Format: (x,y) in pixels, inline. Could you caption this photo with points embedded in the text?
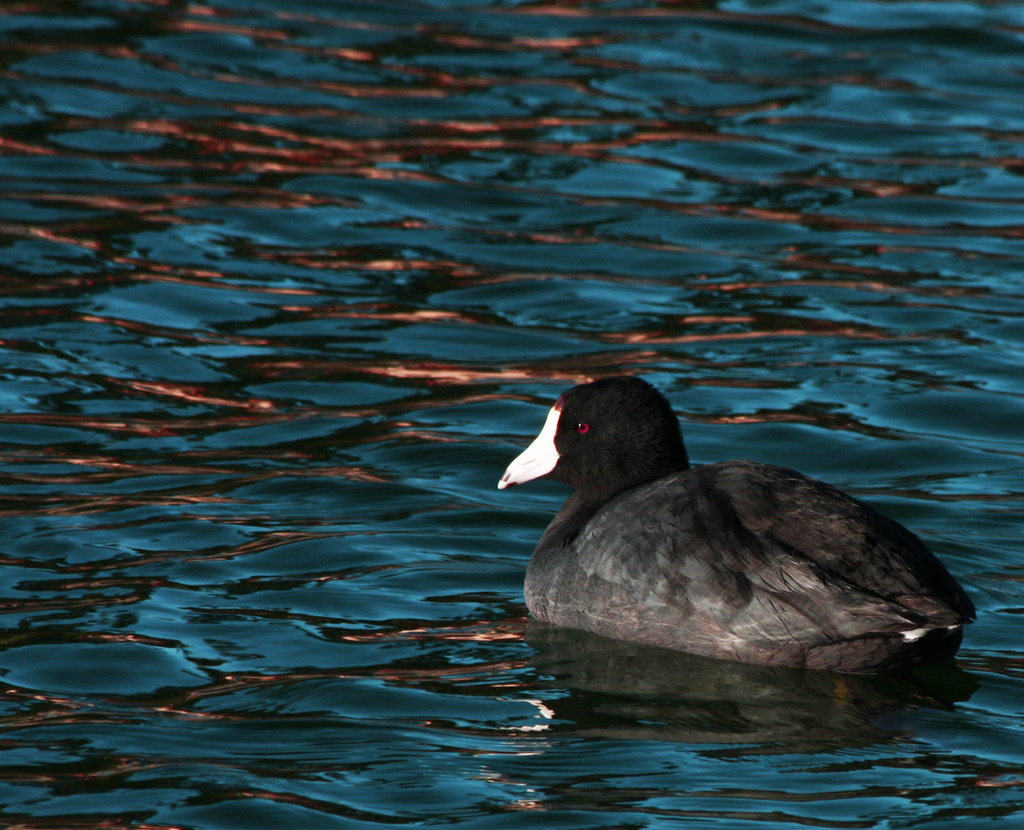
In the image we can see water (523,404), above the water (733,434) there is a bird (671,430).
